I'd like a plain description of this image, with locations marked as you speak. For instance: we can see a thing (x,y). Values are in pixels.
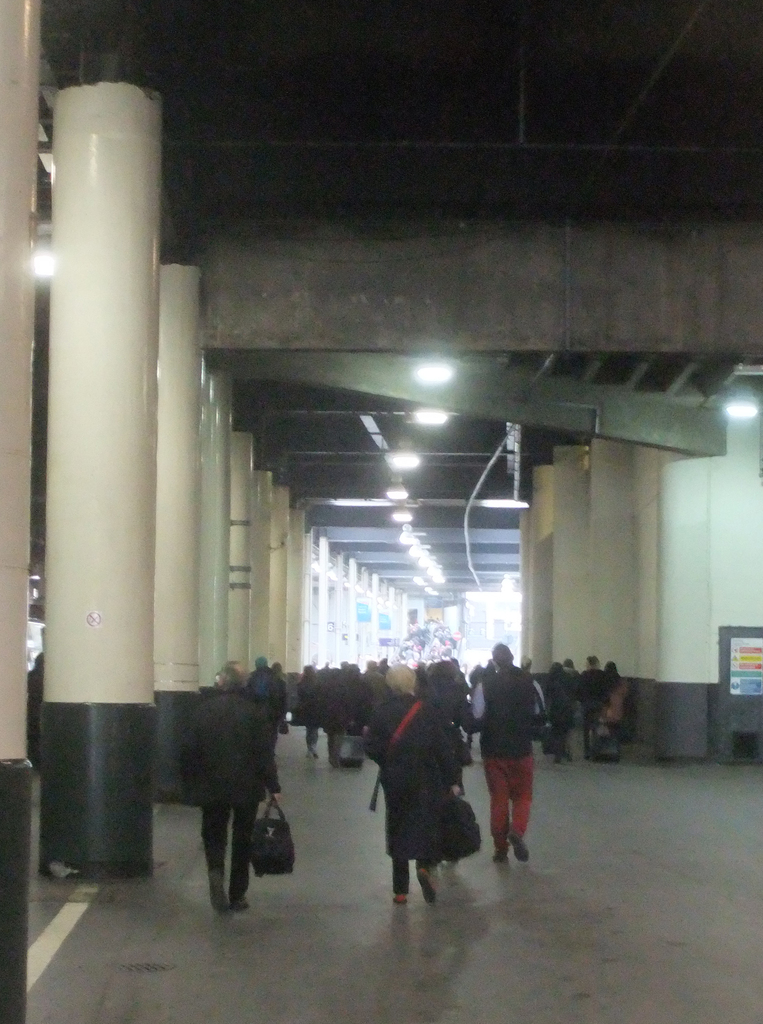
In this picture we can see the pillars (299,612), lights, boards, objects (739,729) and the people (251,792). We can see few people (427,780) are holding bags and walking.
